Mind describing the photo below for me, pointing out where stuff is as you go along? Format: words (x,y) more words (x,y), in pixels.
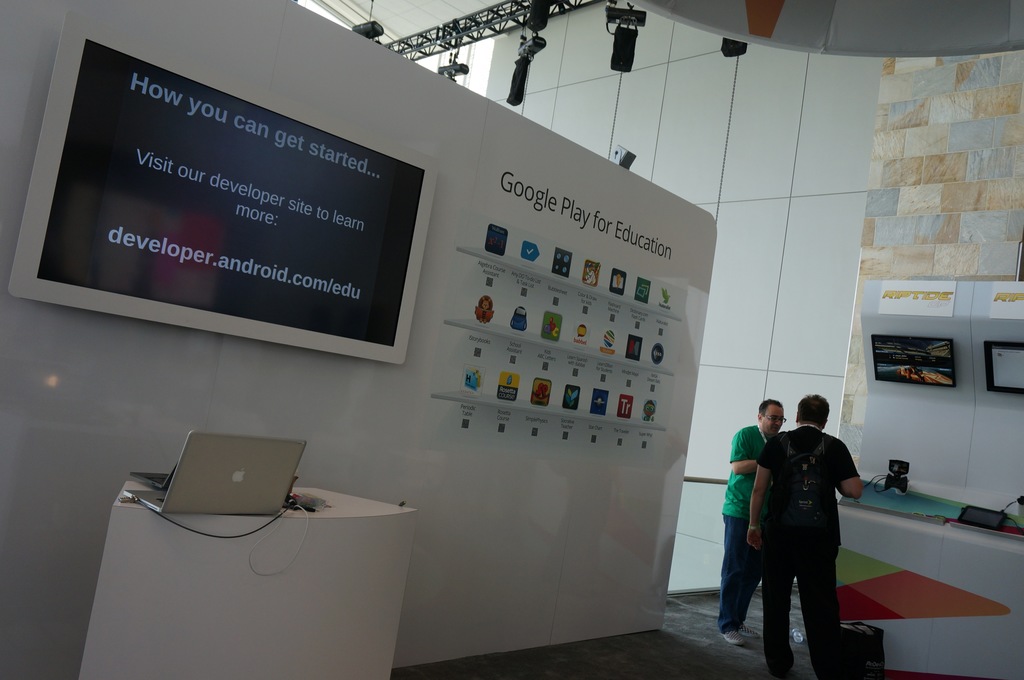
In this image we can see there is a TV (292,232) on the wall (18,398) there is something written in it and on the right side (777,413) there are two people (767,457) standing.
